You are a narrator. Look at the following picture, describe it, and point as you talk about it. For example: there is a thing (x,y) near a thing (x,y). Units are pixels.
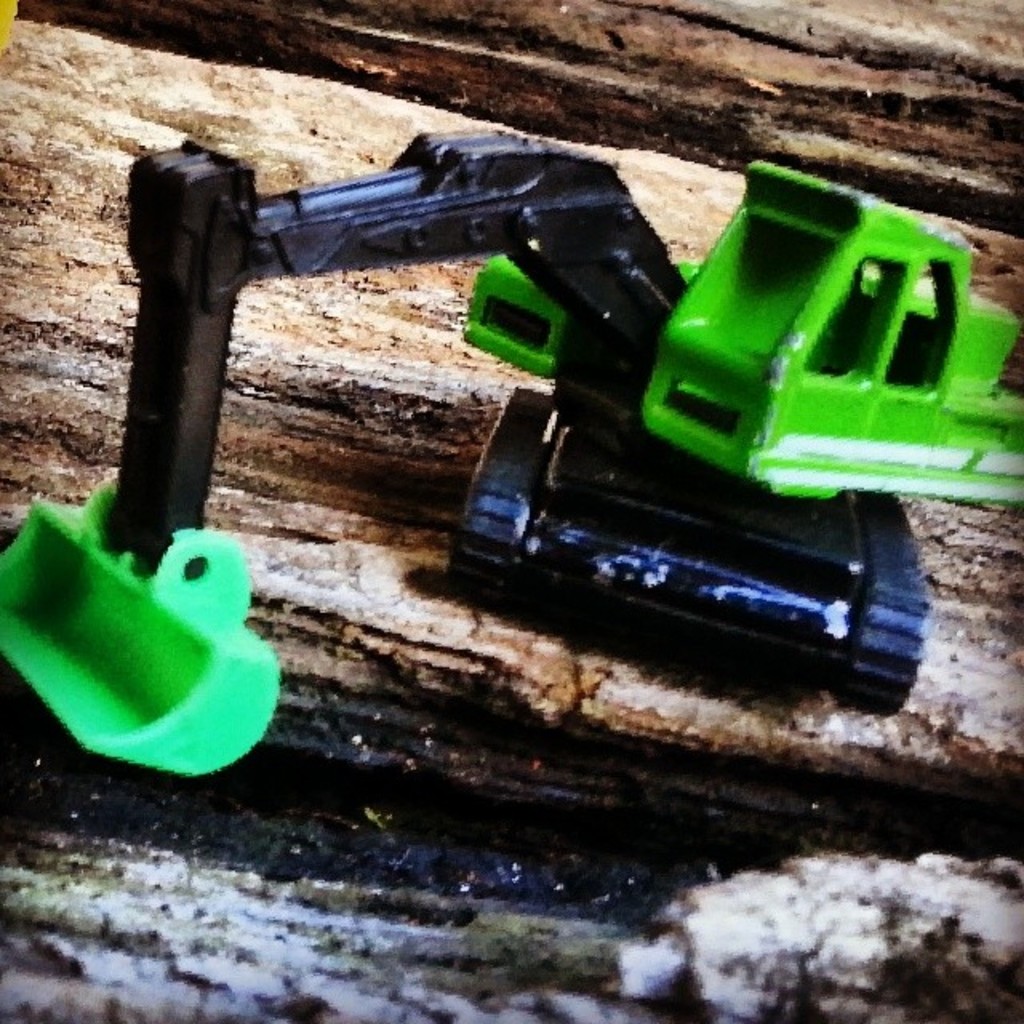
There is a jcb toy (630,396) which is green and black in color is placed on an object (546,643).
